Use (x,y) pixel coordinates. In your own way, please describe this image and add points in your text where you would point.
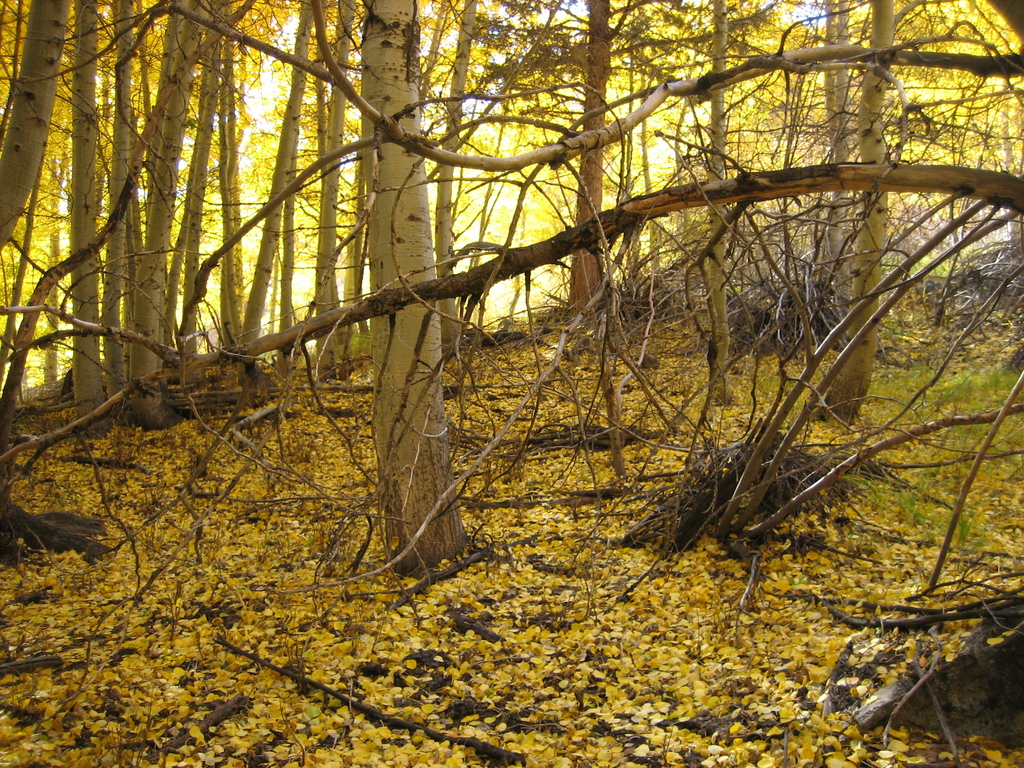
In the picture we can see a forest area (556,645) with a surface (681,648) full of leaves (742,649) which are yellow in color and we can see full of trees (151,341).
